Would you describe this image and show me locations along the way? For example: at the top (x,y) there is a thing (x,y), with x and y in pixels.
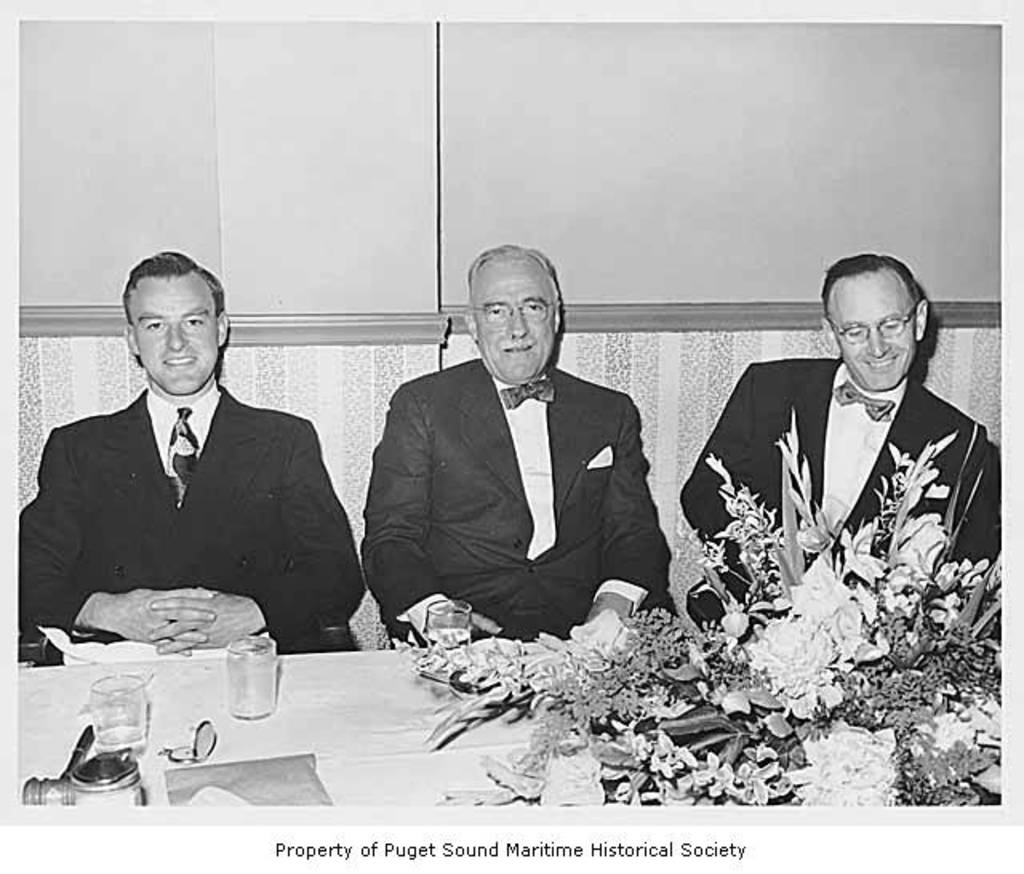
This is a black and white image in this image in the center (547,402) there are three persons (493,439), who are sitting and smiling and in front of them there is a table (193,676). On the table (316,692) there are some glasses (131,702), bottle (118,763) and flower bouquet (624,733) and in the background (556,140) there is a wall (430,193).
